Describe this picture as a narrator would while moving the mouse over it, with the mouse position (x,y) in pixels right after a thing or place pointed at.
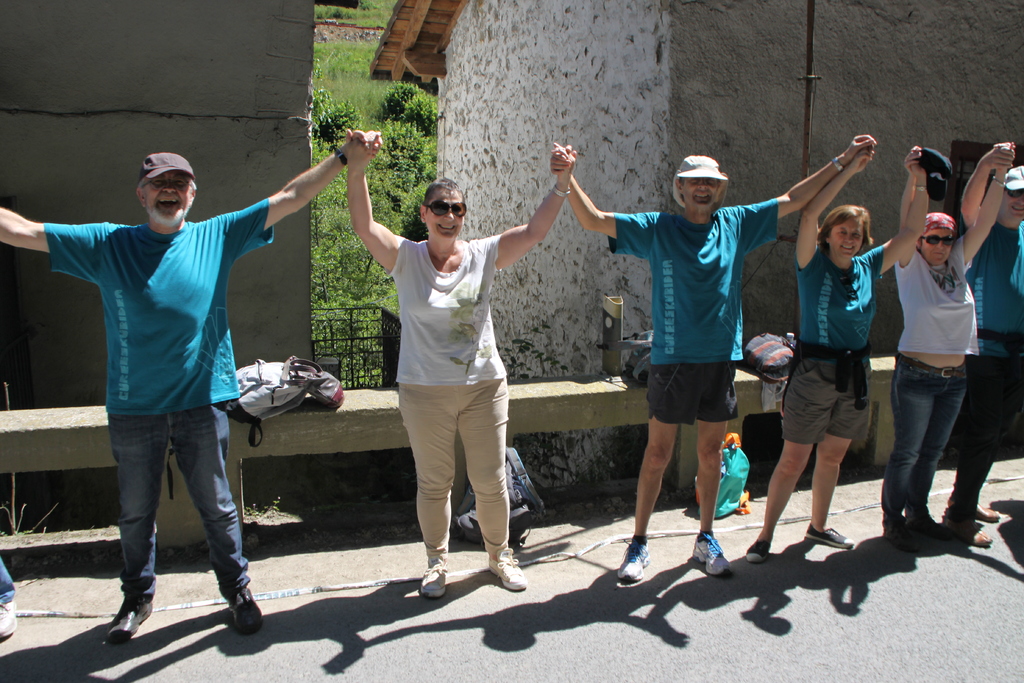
In the center of the image (380,241) there are group of persons (121,381) standing on the road (481,615). In the background (802,117) there are buildings (375,77), trees (396,106) and grass (350,100).
